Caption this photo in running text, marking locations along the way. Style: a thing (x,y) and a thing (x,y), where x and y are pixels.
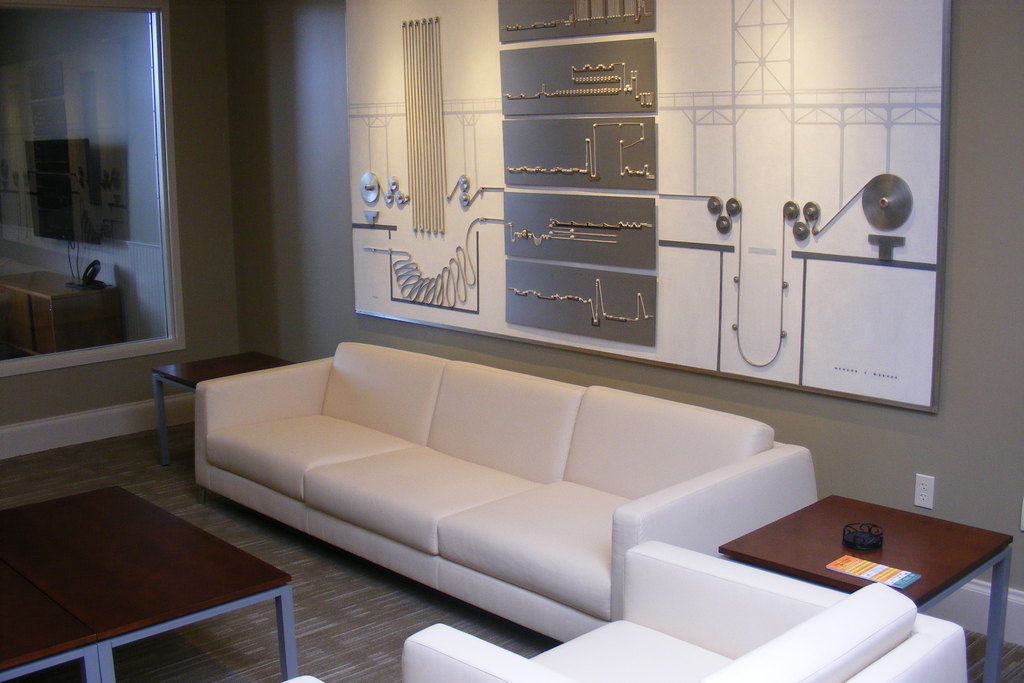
In this image I see a sofa set (292,452) and few tables (803,560) over here and I can see 2 things (853,560) on this table (924,517). In the background (900,450) I see the wall (192,37) and a glass (147,304).
